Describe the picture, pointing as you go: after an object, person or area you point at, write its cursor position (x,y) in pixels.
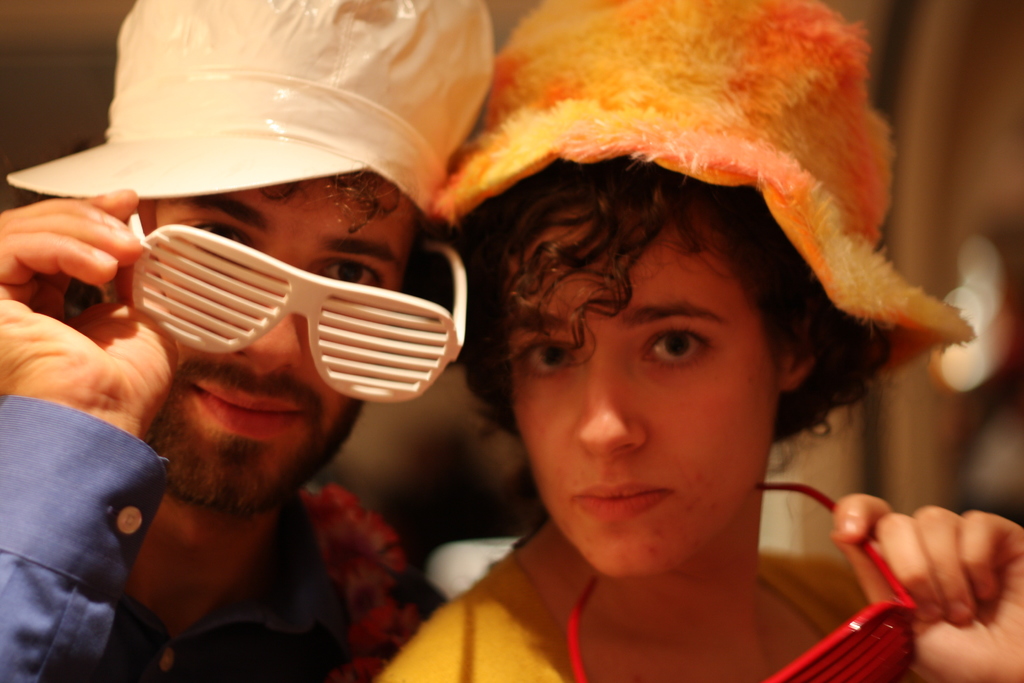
In the image there are two people (578,300), they are posing for the photo and they are holding some glasses (253,300) and the background of the people (703,246) is blur.
